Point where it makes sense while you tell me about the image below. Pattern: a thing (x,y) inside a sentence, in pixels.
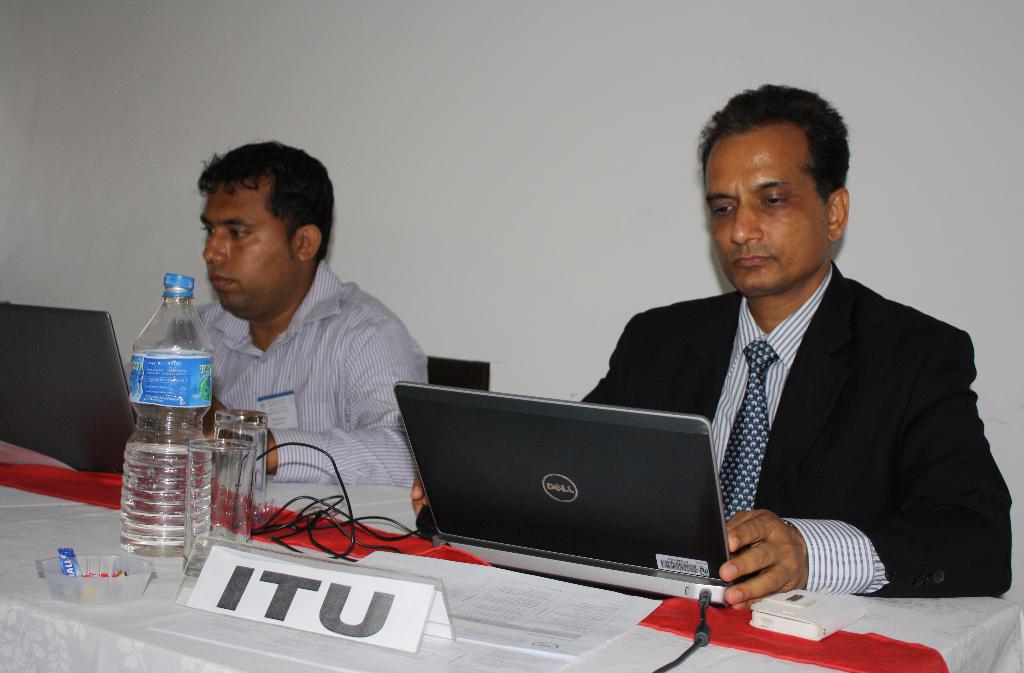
In the center of the image (356,401) there are two people (272,391) sitting before them there is a table (297,546). On the table (873,648) there is a bottle (174,495), glasses (261,481), laptops (18,419), bowl (123,579) and some papers (521,615). In the background (614,126) there is a wall (517,89).
